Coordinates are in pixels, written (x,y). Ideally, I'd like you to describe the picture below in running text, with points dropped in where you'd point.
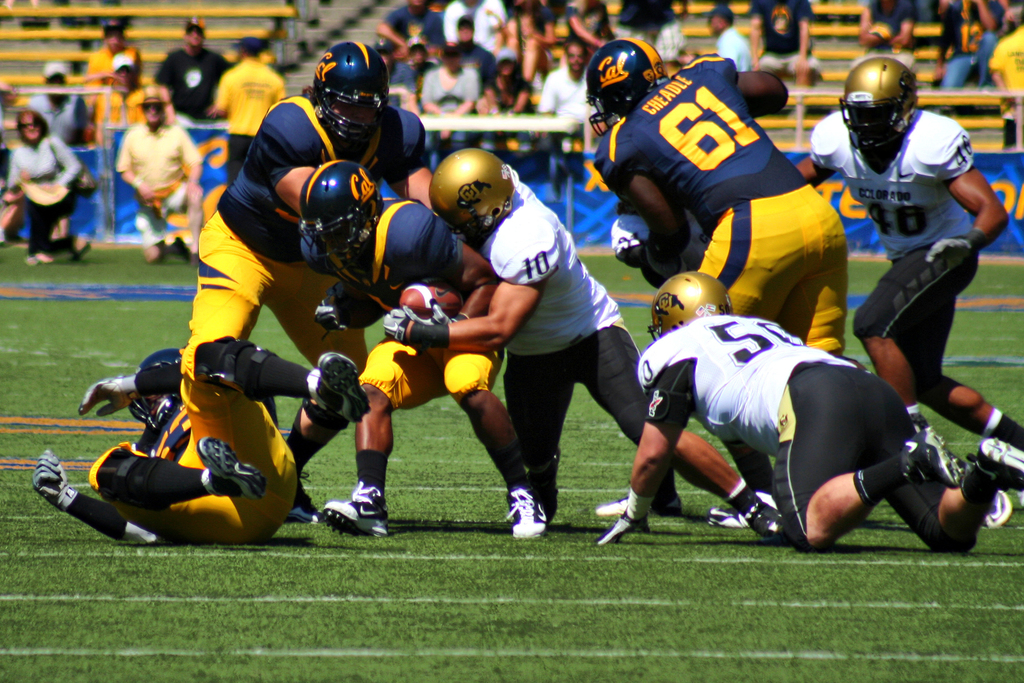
In this image we can see group of persons (631,208) wearing a dress (418,220) and helmets (471,183) are standing on the ground (428,549). One person (415,268) is holding a ball (440,301) in his hand (424,316). In the background (481,59), we can see group of audience (565,73), chairs (147,62) and a sign board (575,156) with some text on it.
